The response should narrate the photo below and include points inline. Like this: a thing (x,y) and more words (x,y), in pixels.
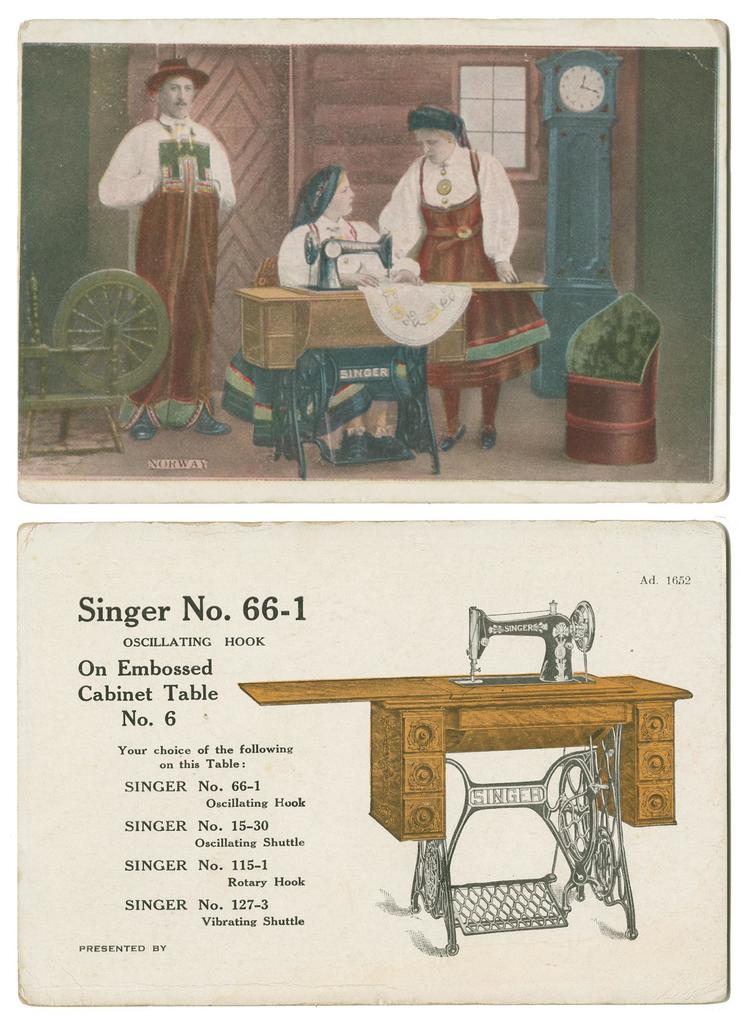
As we can see in the image there is a sewing machine (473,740), wall (363,79), window (498,114), clock (592,91), chair (606,340) and three people (158,249) over here.
